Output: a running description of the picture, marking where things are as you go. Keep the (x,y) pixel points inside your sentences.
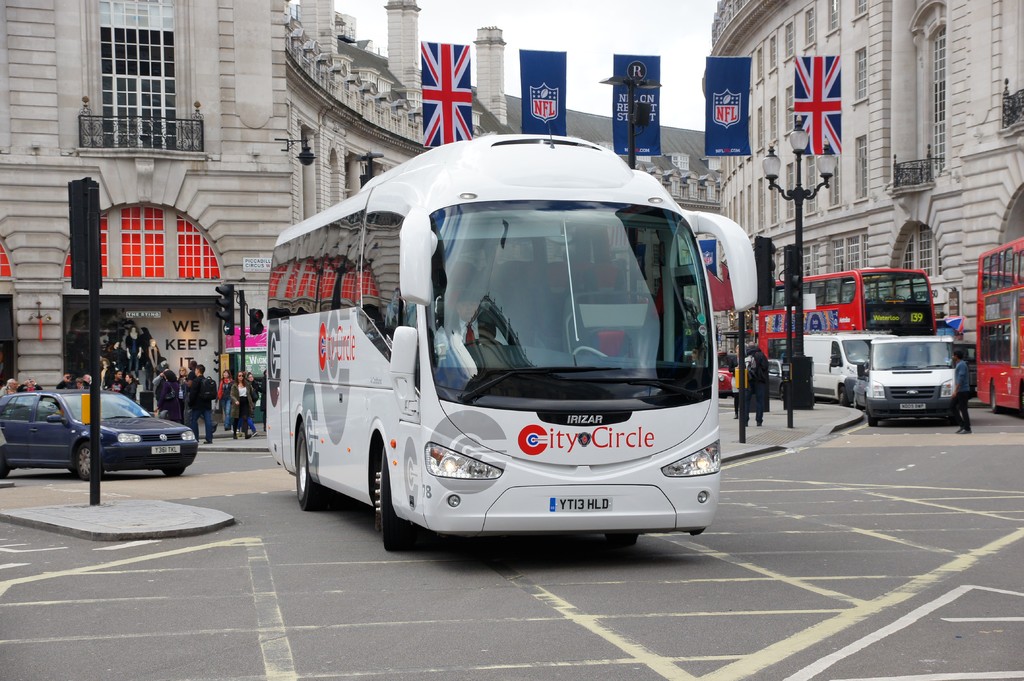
In this image, we can see buildings (858,119). There are some vehicles (868,362) on the road (250,495). There are flags (815,113) and poles (801,300) in the middle of the image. There is an another pole (98,365) and some persons (78,381) on the left side of the image (213,400). There is a sky (583,40) at the top of the image (508,94).
